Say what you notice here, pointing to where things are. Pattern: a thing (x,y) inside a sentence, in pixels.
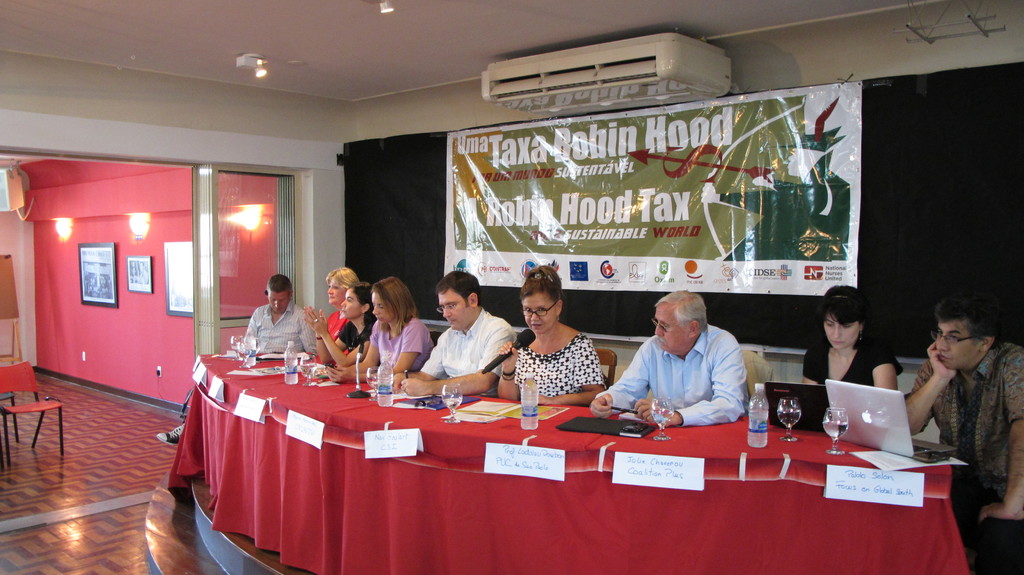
In this picture we can see group of people (671,357) sitting on chair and in front of them we have table (345,384) and on table (336,419) we can see bottle (765,426), glass (823,422), laptops (803,422) some stickers (376,443) to it and here in front (531,344) woman (554,358) holding mic (500,358) and talking and in the background (483,202) we can see banner (475,206), wall (147,239), frames (103,271), light (135,223), chair (1,383).
